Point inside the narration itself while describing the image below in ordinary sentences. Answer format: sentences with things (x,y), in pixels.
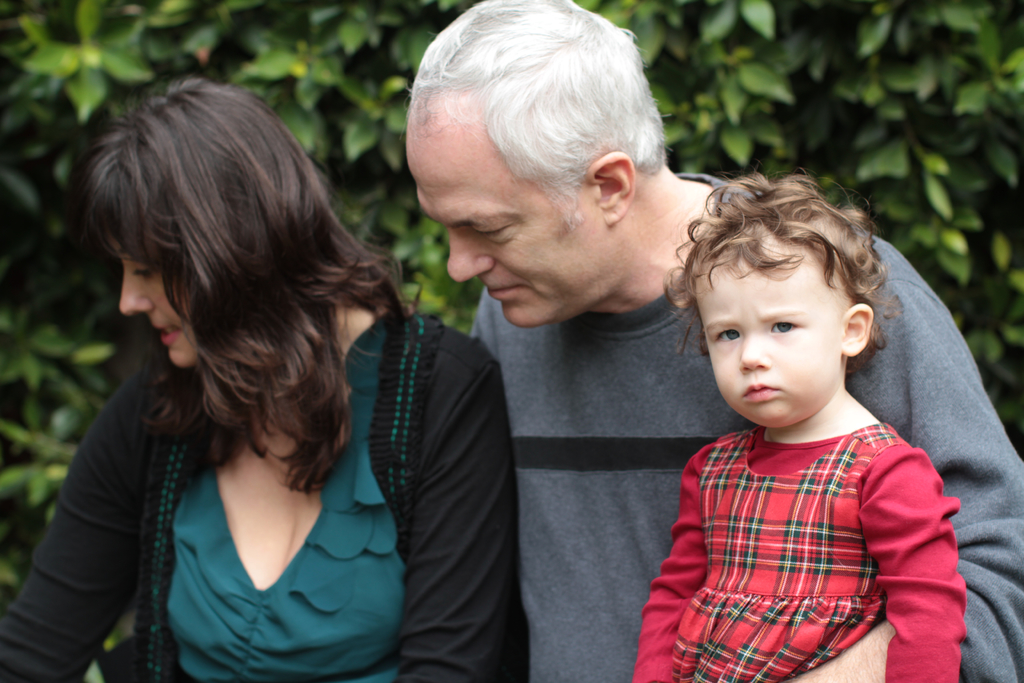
In this picture we can observe a kid (701,314), man (681,405) and a woman (220,204). This kid (705,476) is wearing red color dress (731,530). In the background (92,76) we can observe some trees (355,132).
